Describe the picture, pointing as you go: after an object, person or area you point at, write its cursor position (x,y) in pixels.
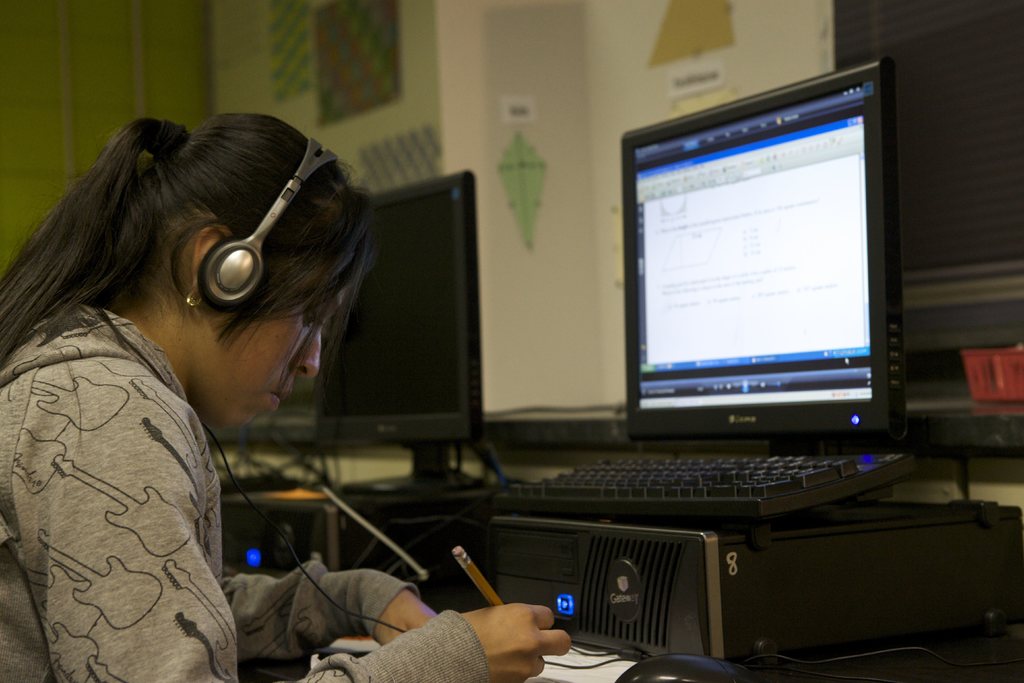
On the left side of the image (175,423) we can see a woman (176,667) and she is holding a pen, in front of her we can see monitors (425,274), keyboard (600,495), mouse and other things (520,600) on the table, at the top of the image (369,57) we can see posters (488,43) on the wall (558,95).
